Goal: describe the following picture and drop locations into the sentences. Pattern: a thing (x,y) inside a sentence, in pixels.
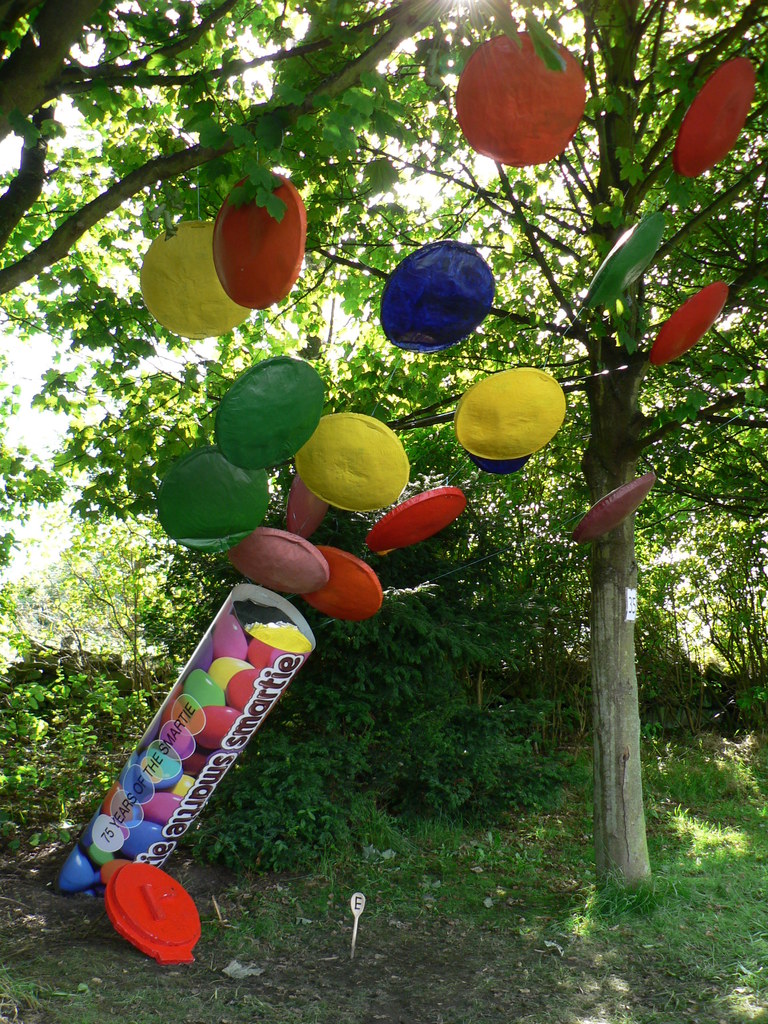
In this picture we can see grass (502,827), few trees (416,376) and decorative things (615,276).
